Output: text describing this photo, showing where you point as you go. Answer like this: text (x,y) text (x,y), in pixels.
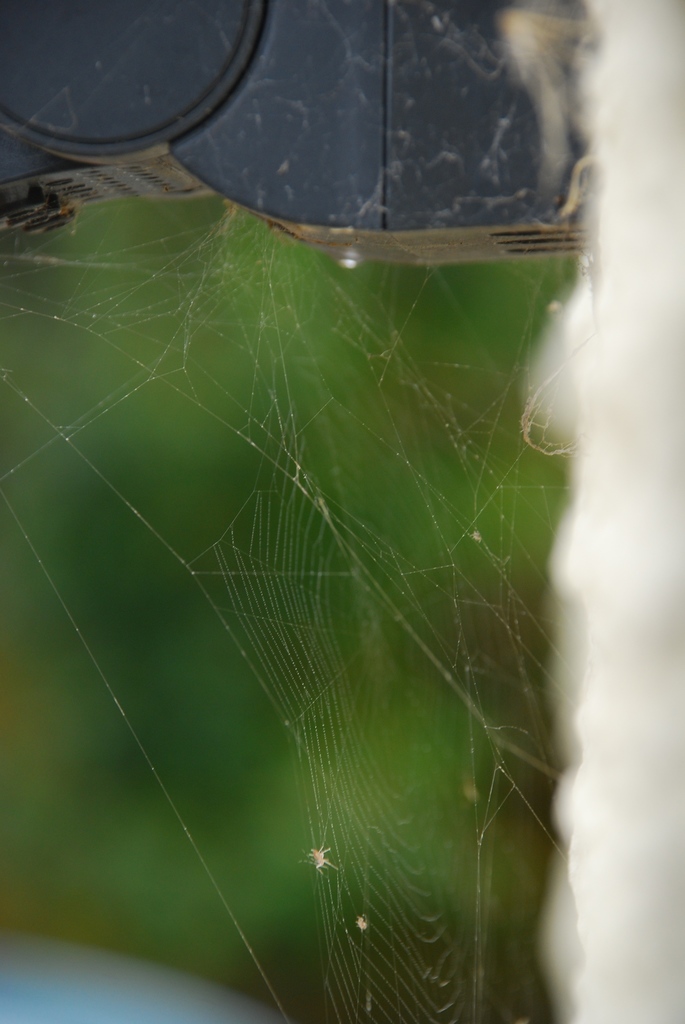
There is a spider web (355,583) and the background (383,612) is in green color.
